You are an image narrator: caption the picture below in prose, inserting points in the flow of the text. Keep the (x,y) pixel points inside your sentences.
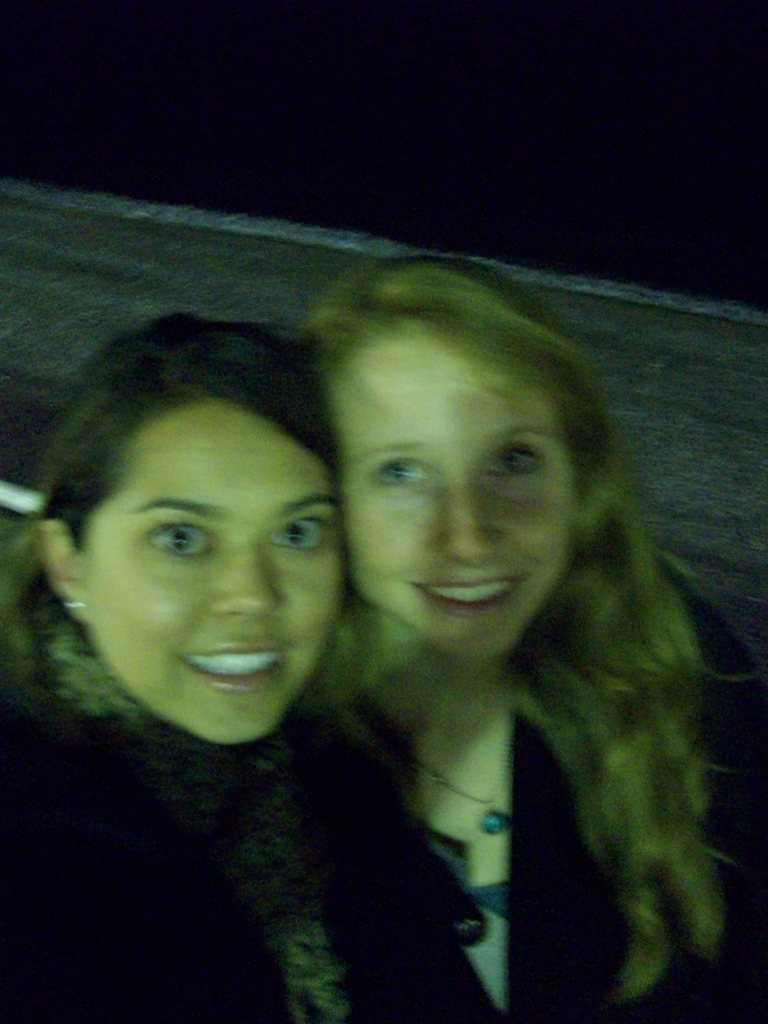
In this picture, we can see two women (280,832). In the background (537,128), there is black color.
